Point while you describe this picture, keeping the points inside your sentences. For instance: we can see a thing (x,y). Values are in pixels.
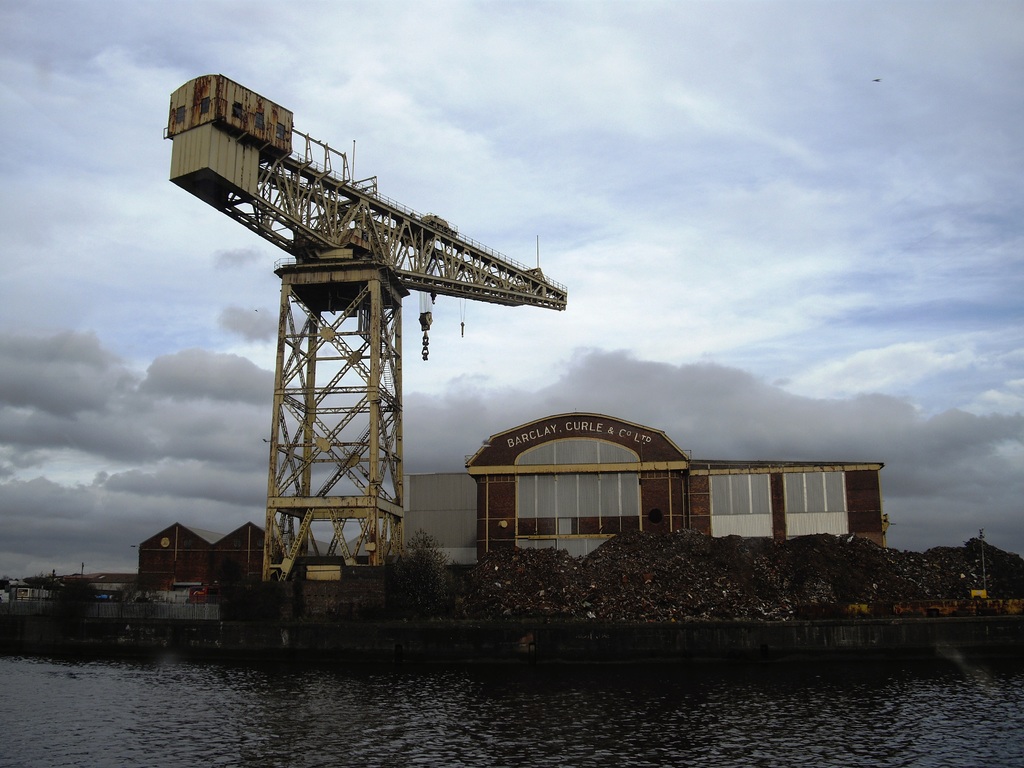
In this image we can see a crane (319,506) and buildings (512,545). Bottom of the image (702,689) lake (301,735) is there. Top of the image (300,107) sky (151,107) is present with clouds (243,417).
